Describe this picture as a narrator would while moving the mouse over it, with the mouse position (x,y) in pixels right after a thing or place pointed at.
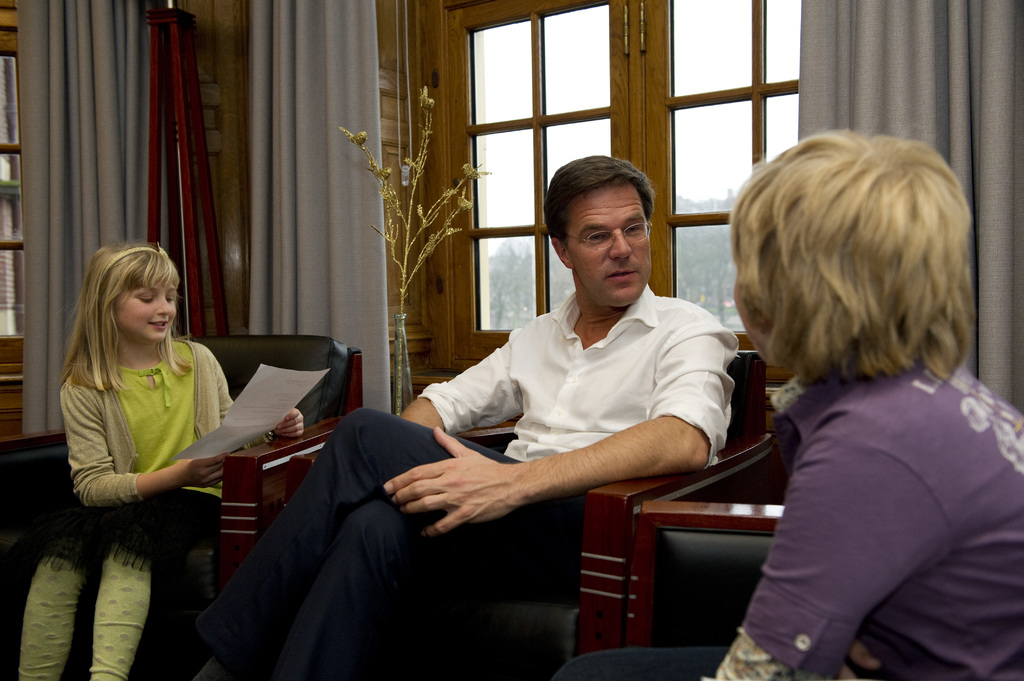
In this image, there are three persons (186,421) wearing clothes (182,442) and sitting on chairs (605,579) in front of the window (675,280) contains curtains (348,106). The person (102,367) who is on the left side of the image (135,367) holding a paper (254,424) with her hands (216,463). There is a flower vase (396,356) in the middle of the image (396,355).
